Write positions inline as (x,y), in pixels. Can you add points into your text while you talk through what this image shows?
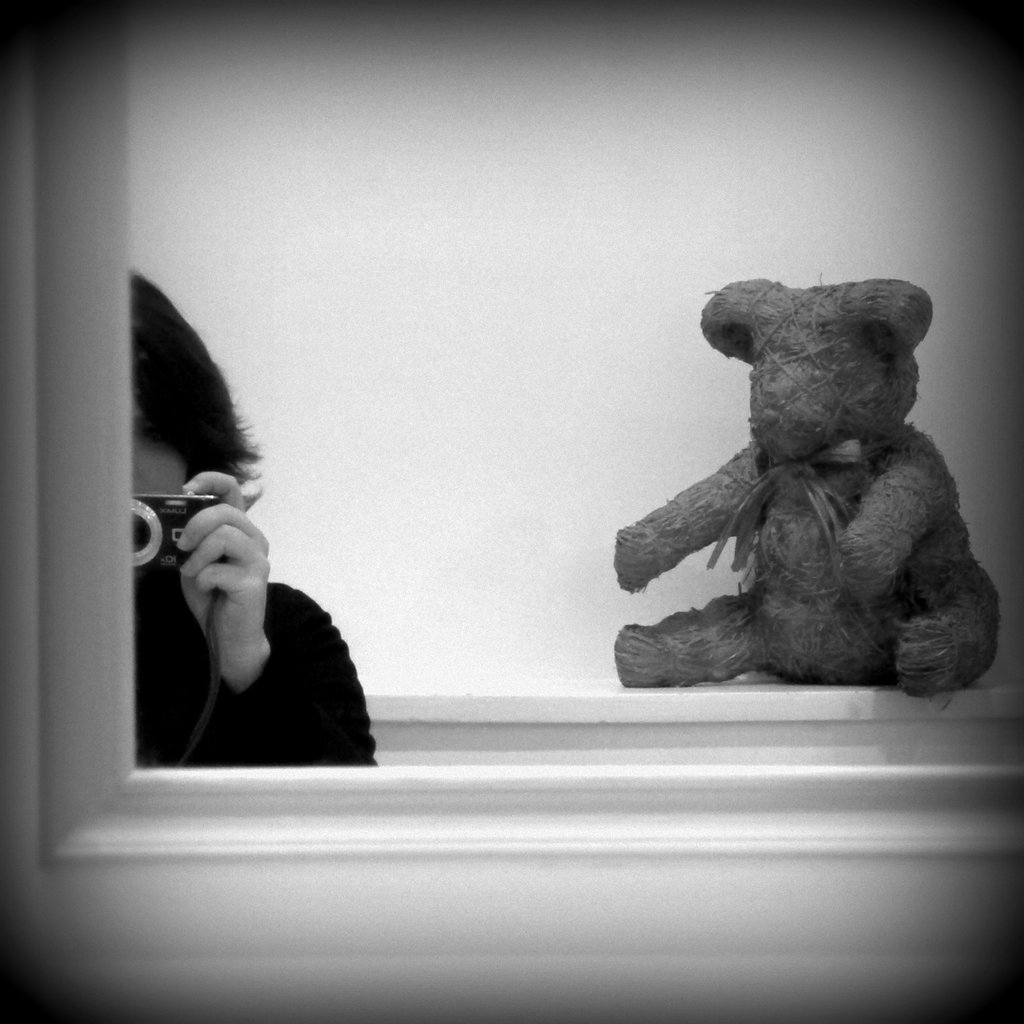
In the foreground of this image (944,820), it seems like a mirror (539,476) in which, on the left (208,496) there is a person (239,631) holding a camera (171,496). On the right (808,490), there is a doll (795,479) near wall (556,488).
